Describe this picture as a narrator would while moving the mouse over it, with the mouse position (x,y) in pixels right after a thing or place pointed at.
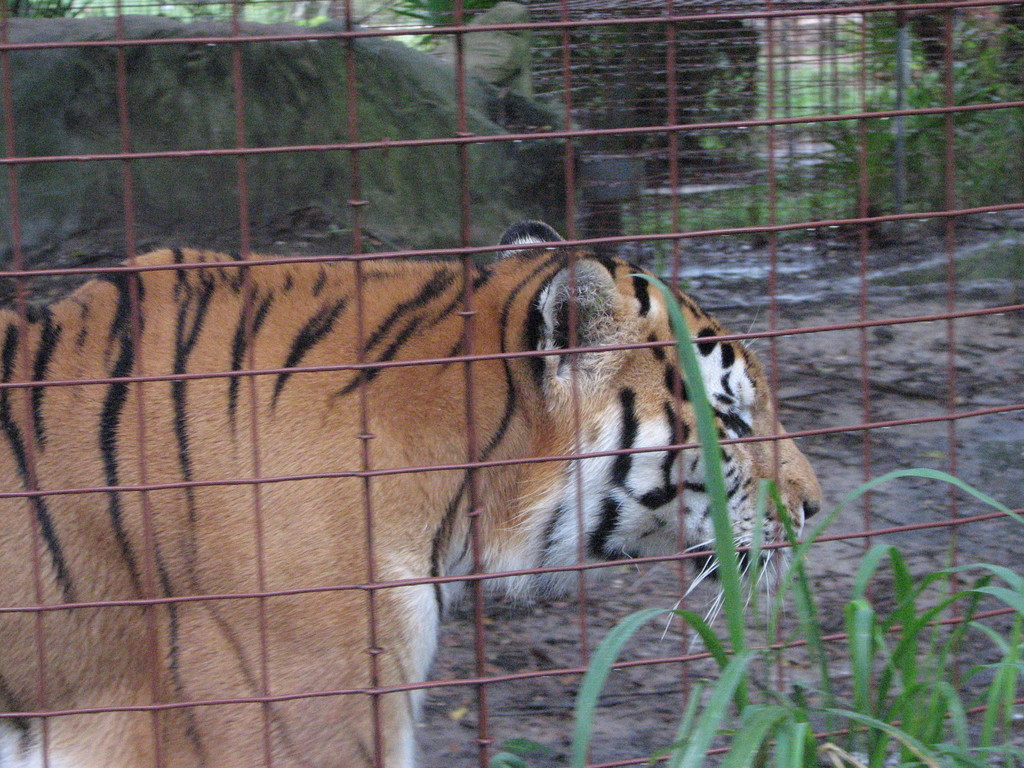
Here we can see a plant (725,512). Backside of this mesh (866,456) there is a tiger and plants (913,186).
